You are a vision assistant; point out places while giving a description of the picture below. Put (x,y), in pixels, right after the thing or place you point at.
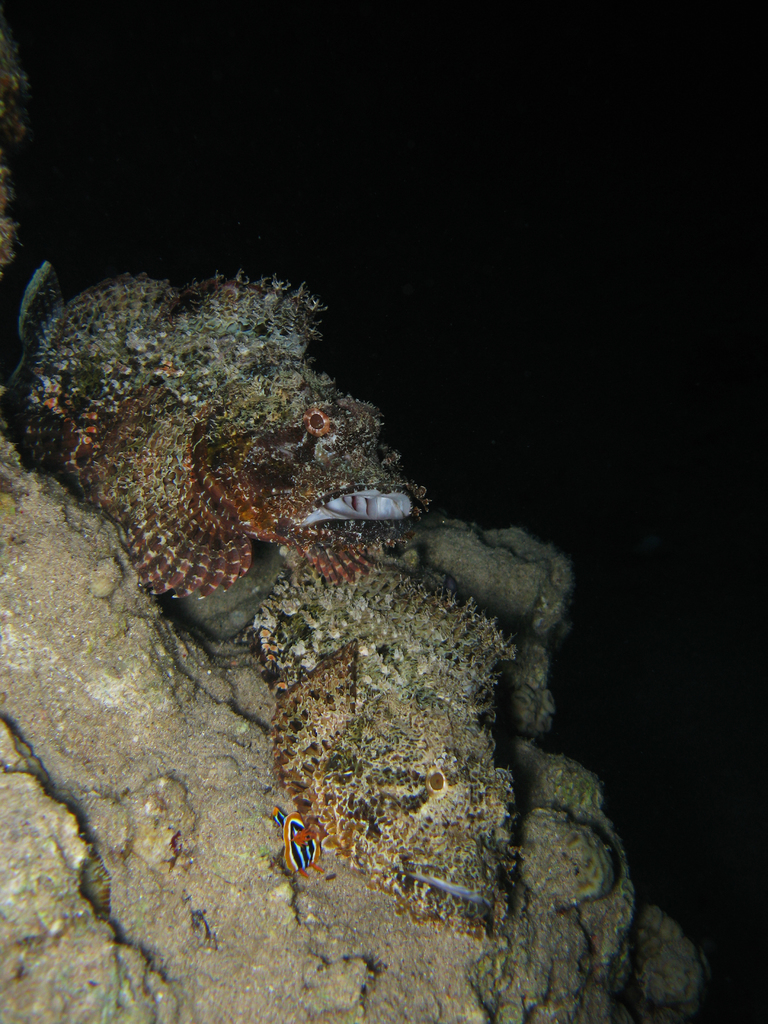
On the left side (103,325), there are fishes (430,756) and there is moss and sand (200,871) on the rocks (26,917), which are in the underground of the water (551,164). And the background (125,73) is dark in color.
